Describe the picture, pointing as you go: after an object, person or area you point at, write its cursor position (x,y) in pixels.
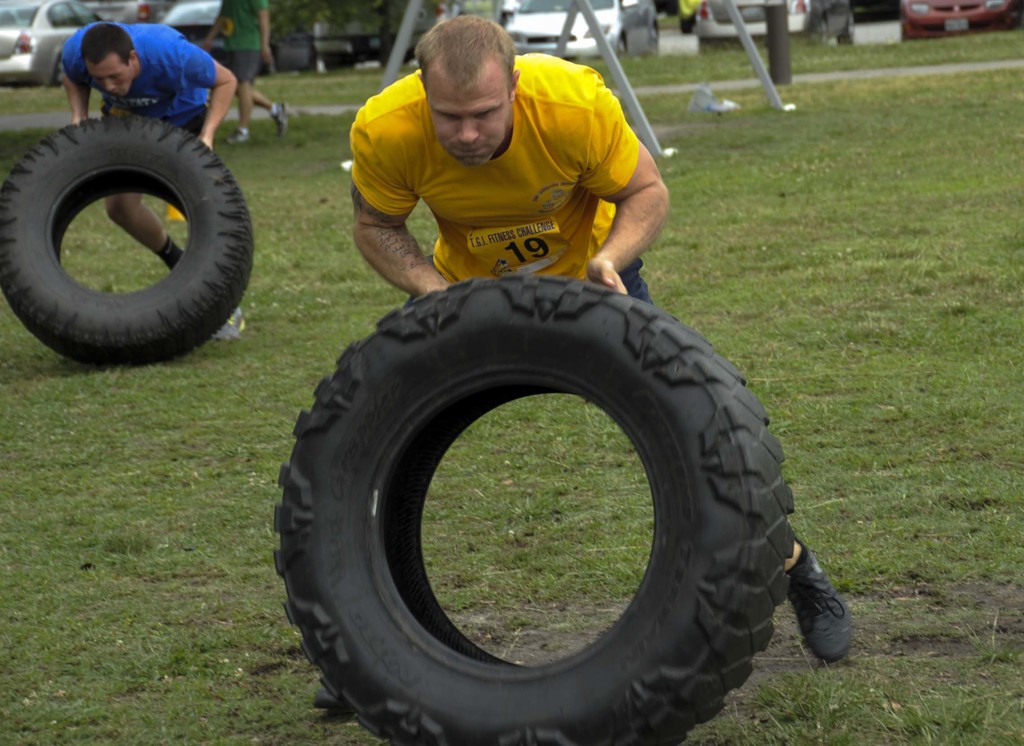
In this image there are two men (223,110) lifting tires (653,382) on a grassland (768,349), in the background (246,32) there are cars (514,18) and a man (253,65) and poles (572,26).
